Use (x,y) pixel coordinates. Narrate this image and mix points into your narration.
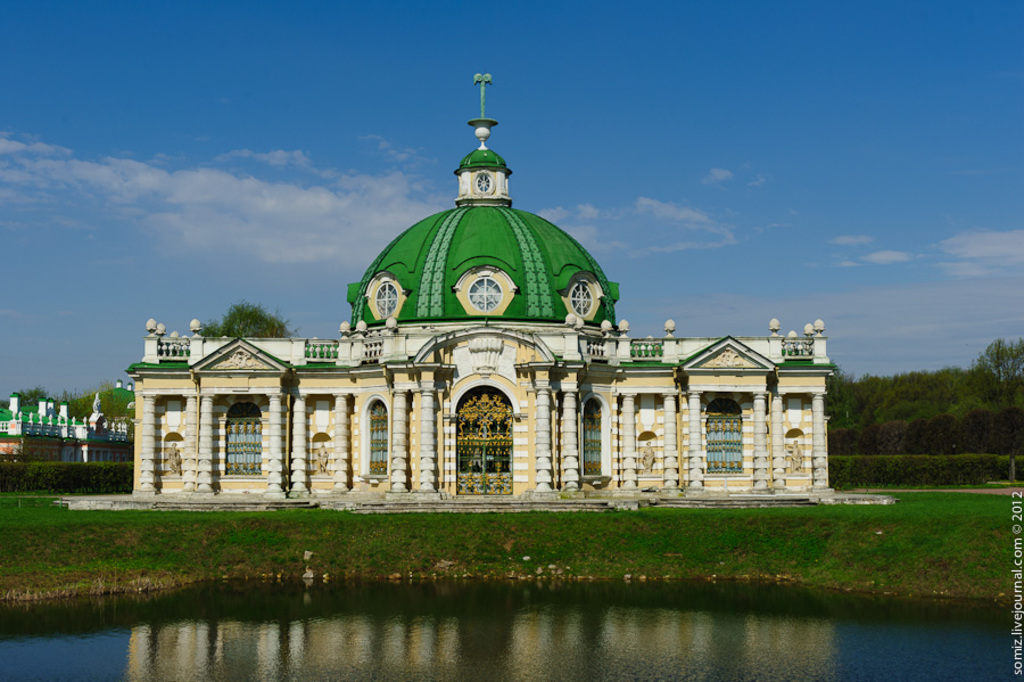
In this picture we can see yellow color building (446,389) with green dome (428,277). In the front (477,631) there is a small pond (322,627). Behind we can see some trees (911,389) and on the top (235,201) there is a sky (203,220) and clouds (203,220).
